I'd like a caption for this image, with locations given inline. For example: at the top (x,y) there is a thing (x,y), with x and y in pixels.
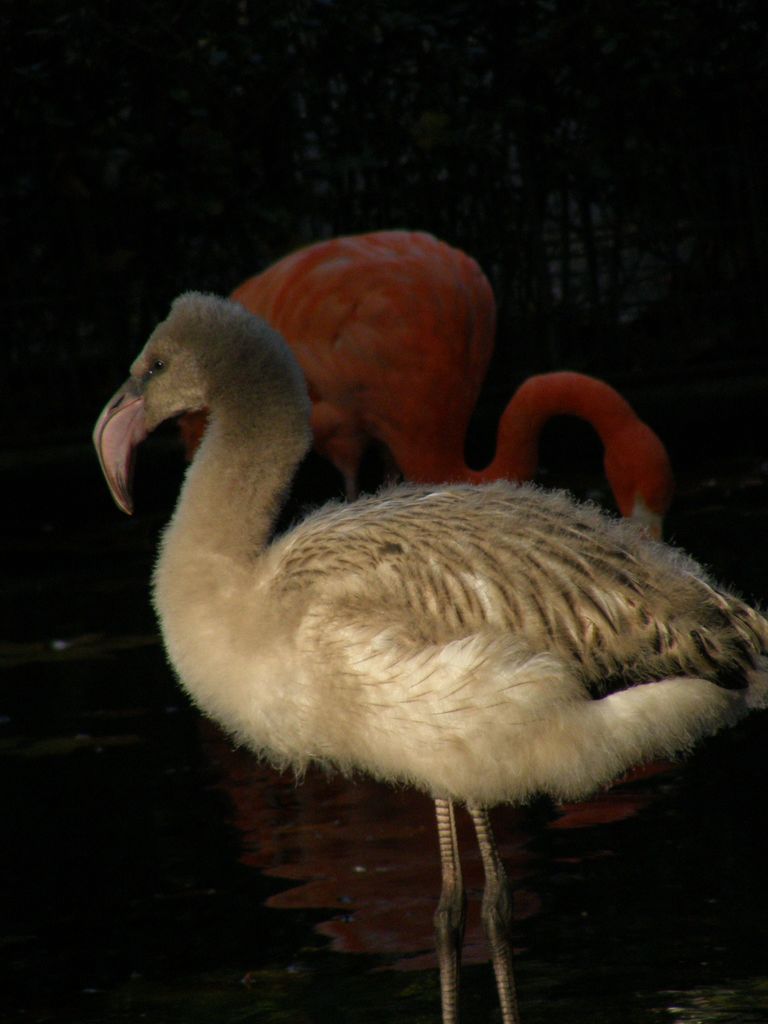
In this image there are two birds (304,623) and at the bottom (242,916) there is a pond (304,844), in the background (381,167) there are trees (305,179).
